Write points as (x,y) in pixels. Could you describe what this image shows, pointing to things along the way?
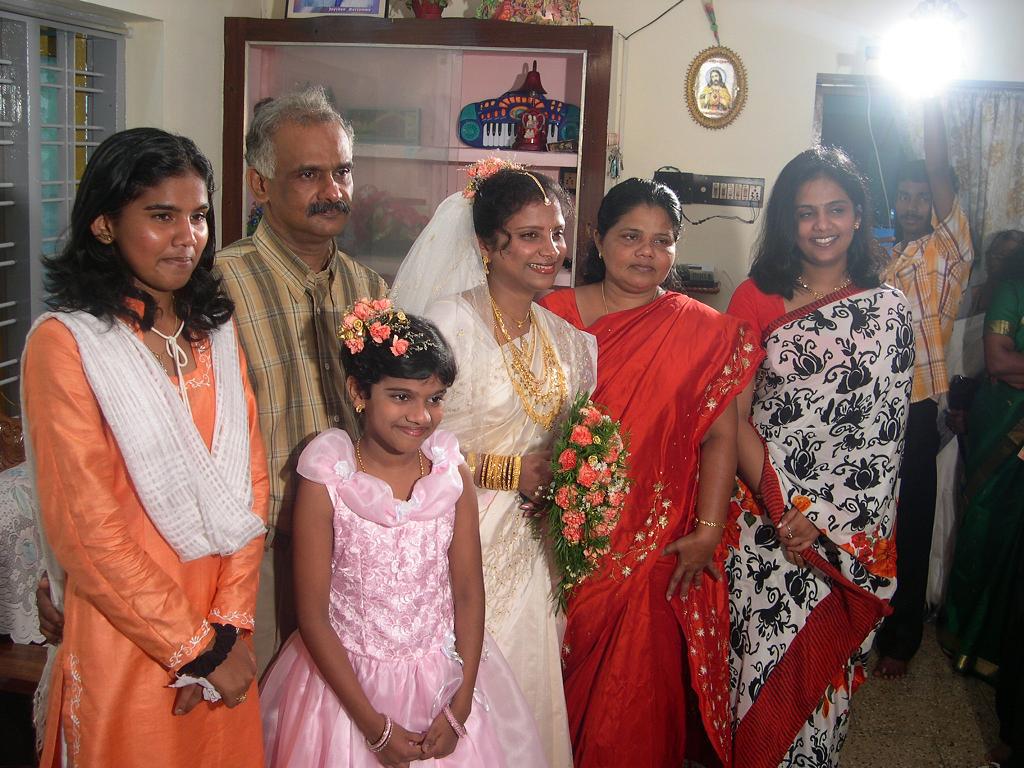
In this image we can see few people (697,467) are standing on the floor (925,732). In the background (624,168) we can see a window (7,377), wall (724,248), light (935,50), curtain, frames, socket (673,175), cupboard (435,58), and few objects (543,91).
